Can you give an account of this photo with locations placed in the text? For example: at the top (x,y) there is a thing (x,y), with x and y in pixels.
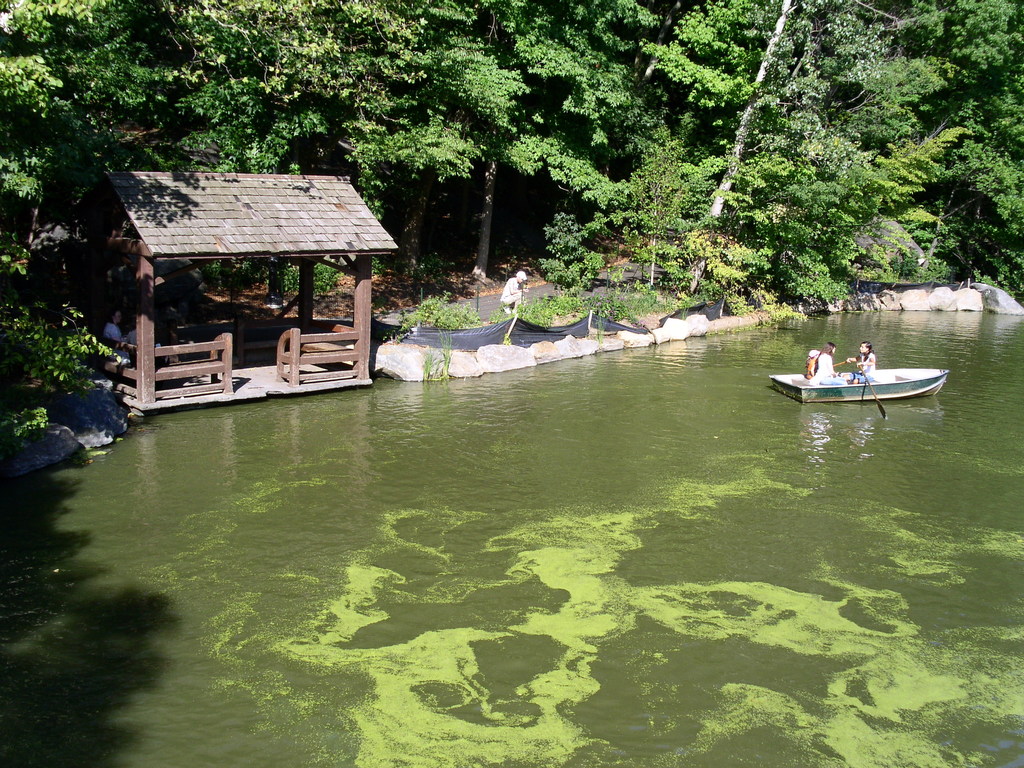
In this picture we can see water (951,381), people (826,374) in a boat (934,377) and trees (423,134). A person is standing.
